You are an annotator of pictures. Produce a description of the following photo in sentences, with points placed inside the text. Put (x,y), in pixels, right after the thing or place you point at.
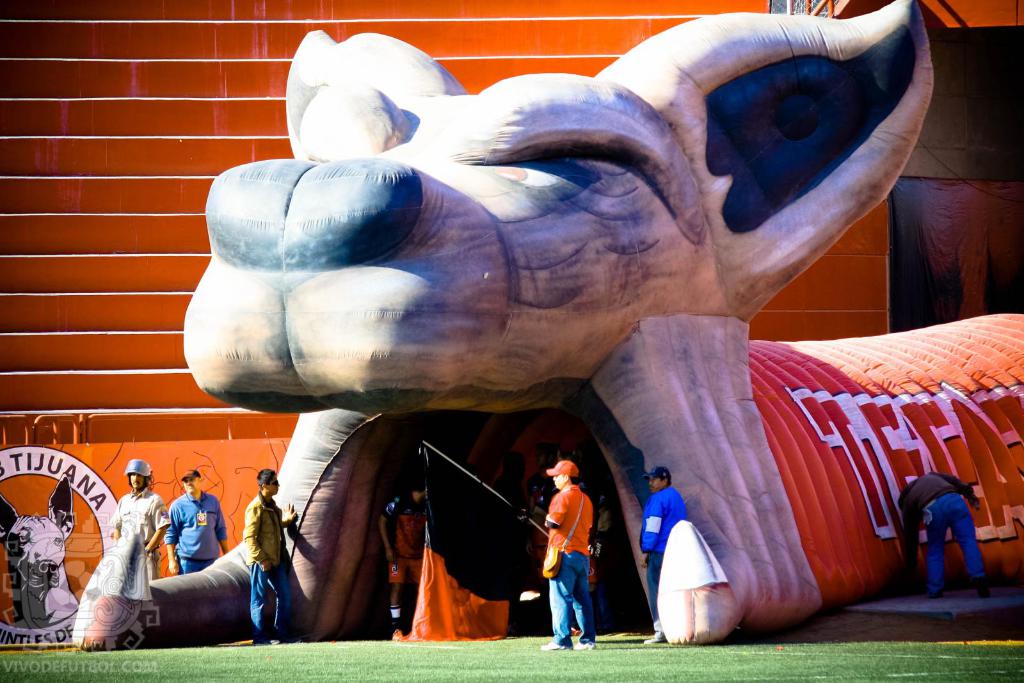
In this picture there is an object (617,316) and there are few people (548,526) standing under it and there are two persons (163,511) standing in the left corner (157,527) and there is an image (54,522) behind them and there is another person (935,554) in the right corner (940,547).
